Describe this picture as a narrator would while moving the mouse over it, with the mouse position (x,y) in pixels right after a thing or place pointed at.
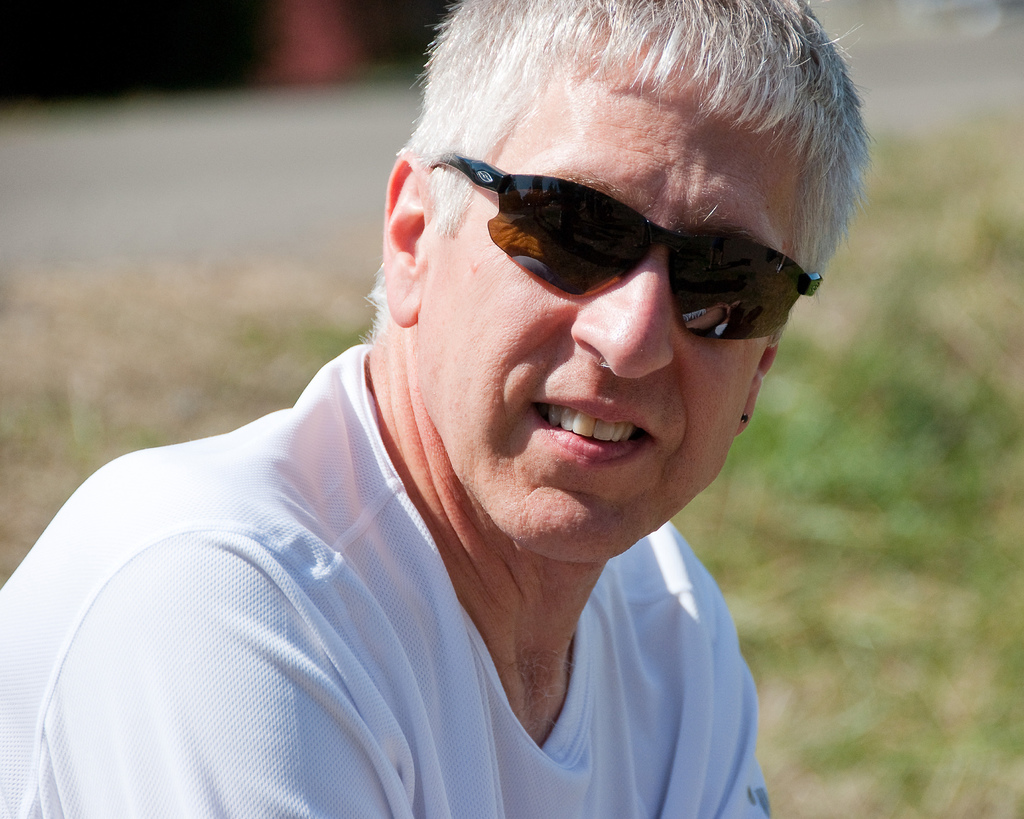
In this image we can see a man (512,151) and grass (912,406) in the background (910,417).
